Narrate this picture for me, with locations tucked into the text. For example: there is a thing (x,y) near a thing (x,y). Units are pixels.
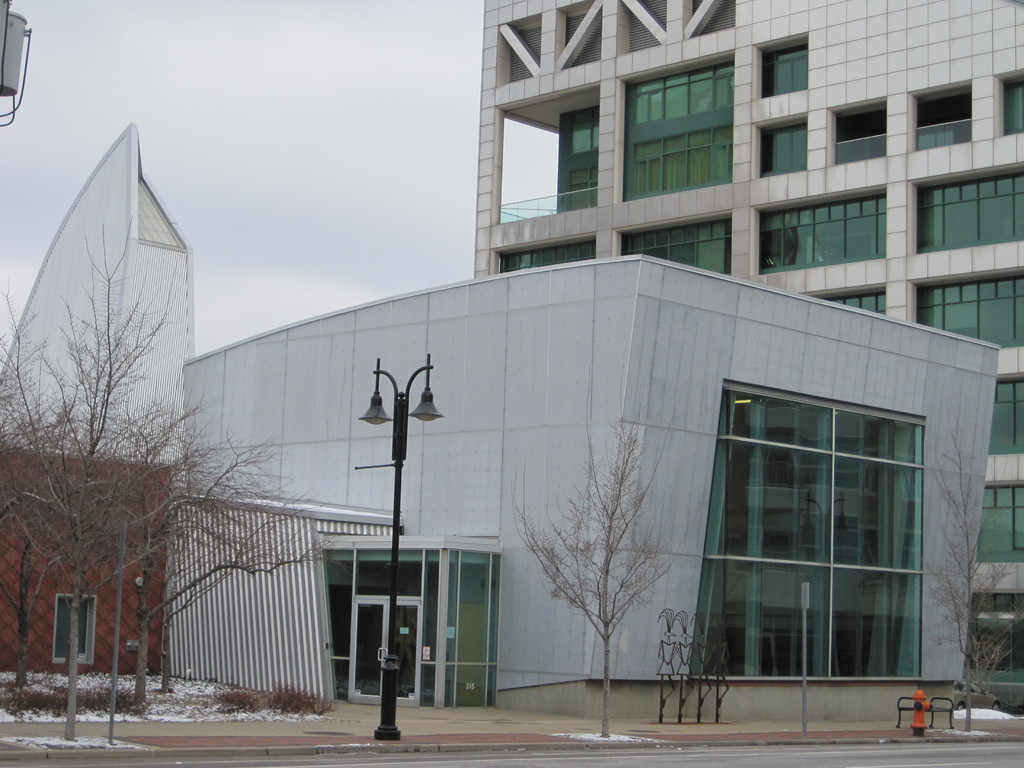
In this picture we can see the road (813,753), hydrant (919,732), car (973,703), trees (968,672), poles (806,608), buildings (778,609) with windows (478,562) and in the background (234,134) we can see the sky (414,197) with clouds (361,279).
